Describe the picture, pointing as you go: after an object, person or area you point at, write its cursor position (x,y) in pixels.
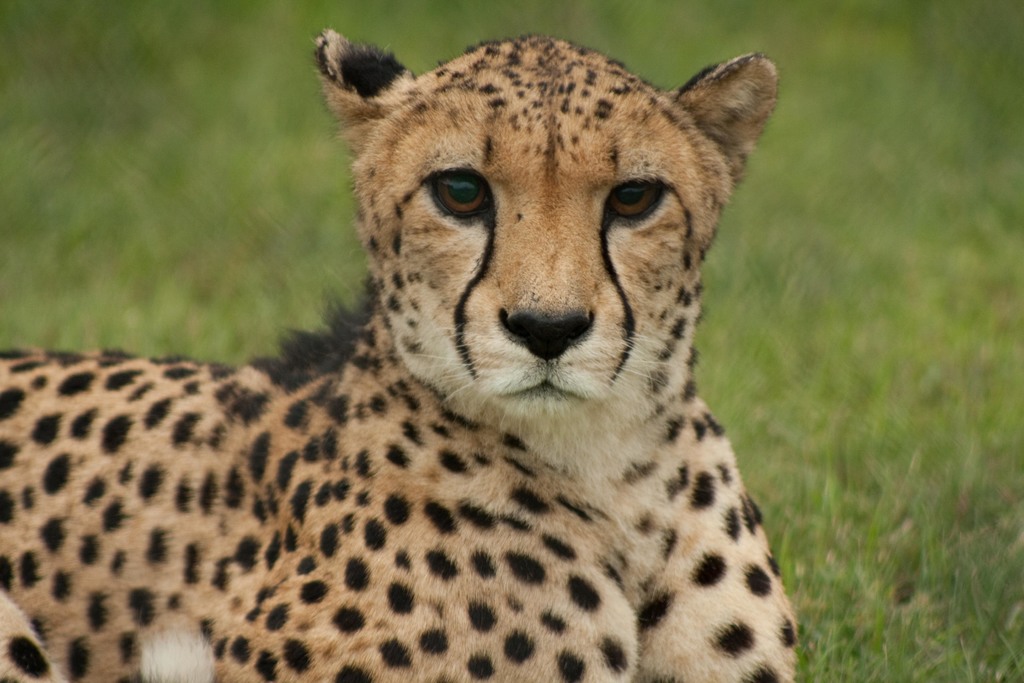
In this image I can see an animal (407,442) which is in brown, white and black color. In the background (767,223) I can see the grass (879,328) but it is blurry.
